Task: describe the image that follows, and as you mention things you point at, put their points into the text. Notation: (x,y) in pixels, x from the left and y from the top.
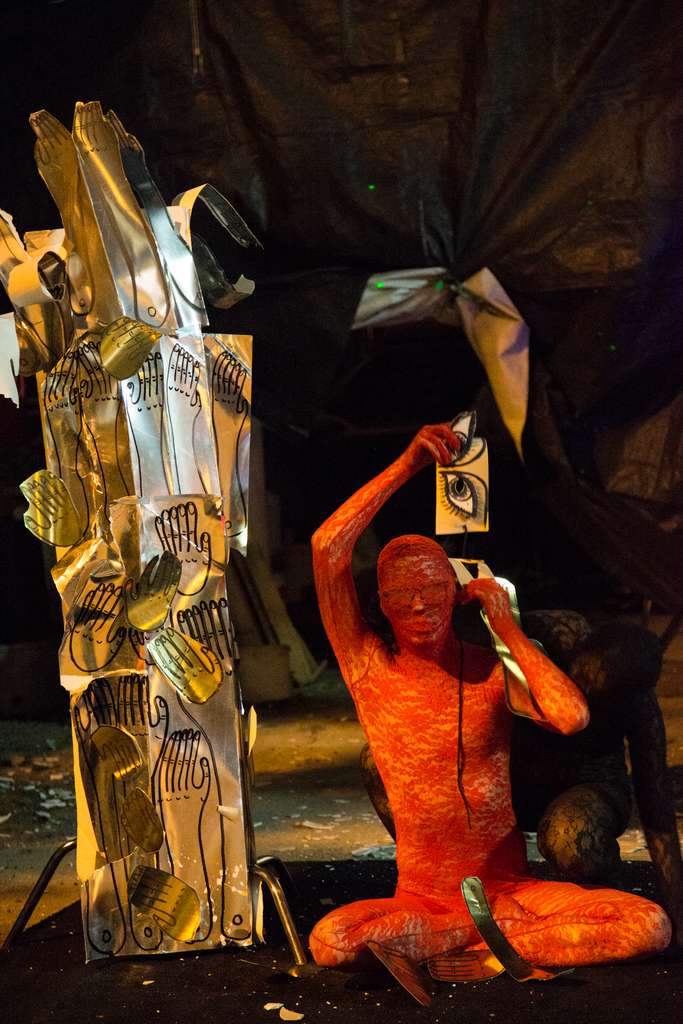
In this image we can see the visual art (530,699) of a person (512,646) holding the eye pictures (465,487) in the hands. This is looking like a stainless steel object (226,565) with hand paintings (194,541) on it and it is on the left side (53,369).
